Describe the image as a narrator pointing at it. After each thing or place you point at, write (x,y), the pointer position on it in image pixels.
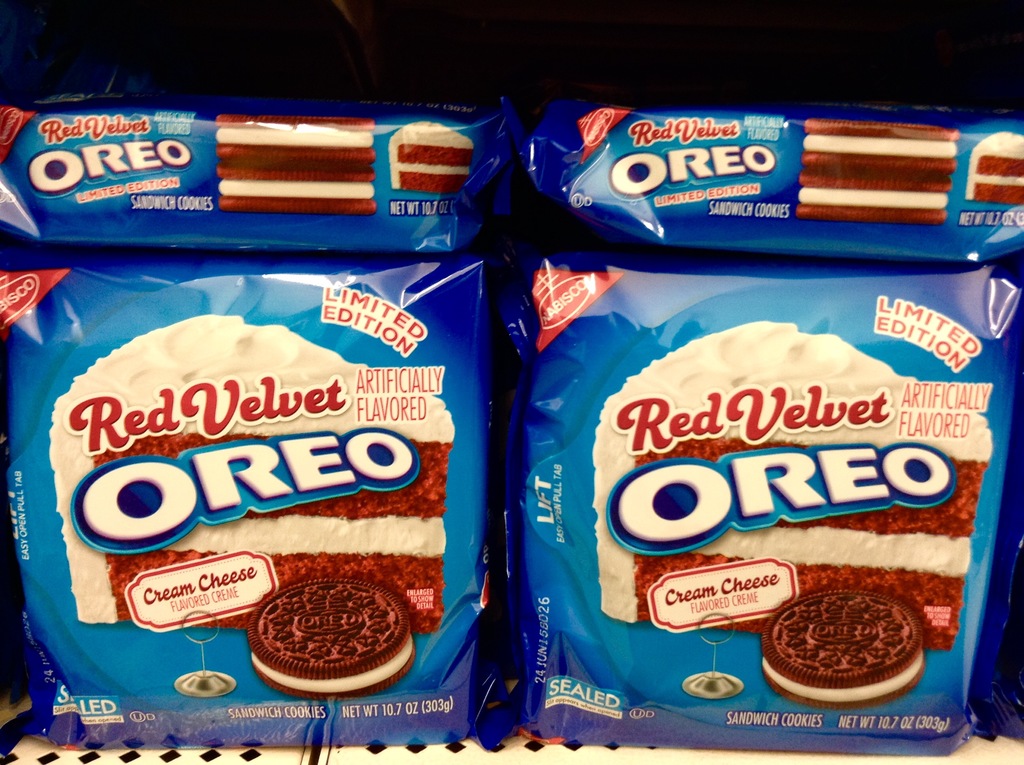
In this image, we can see there are packets (707,230) arranged on a shelf (40,747). And the background (147,49) is dark in color.
